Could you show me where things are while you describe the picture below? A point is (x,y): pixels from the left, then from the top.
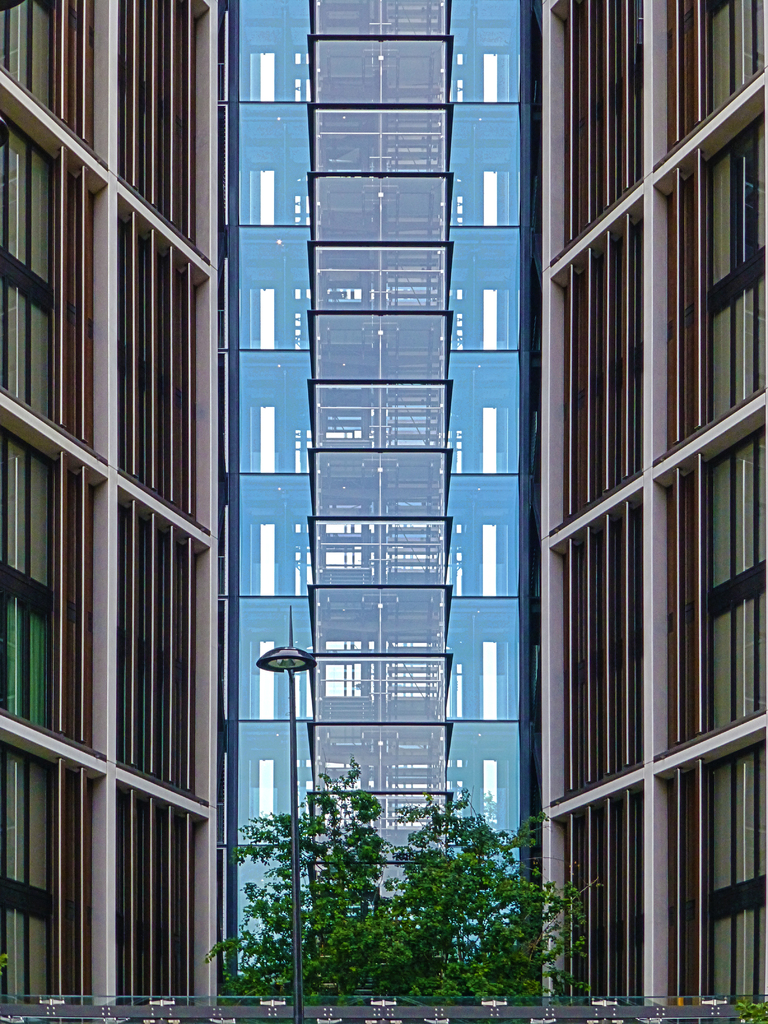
In this image there are trees (397,934). Before it there is a street light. Background (649,576) there are buildings (402,625). Bottom of the image (430,1006) there is an object (430,1004).
